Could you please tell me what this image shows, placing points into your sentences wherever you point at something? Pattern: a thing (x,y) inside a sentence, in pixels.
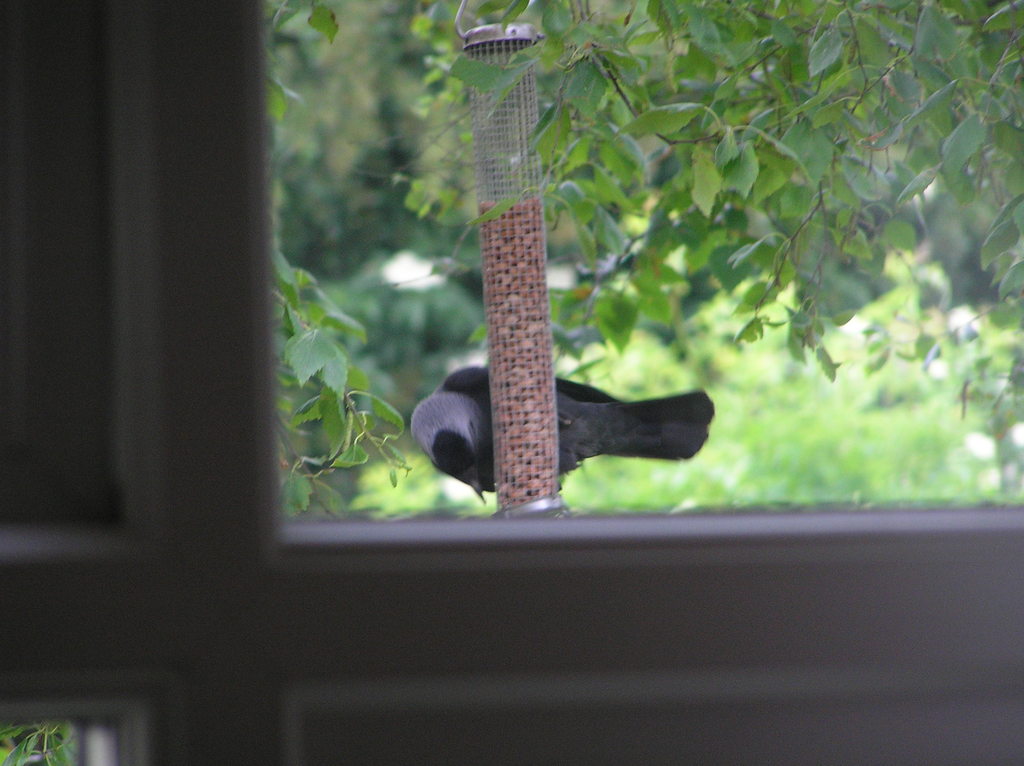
In the center of the image (468,462) there is a bird (568,430) and we can see a bird feeder (514,404). In the background (590,124) there are trees (283,336). In the foreground (196,591) there is a window (348,673).
